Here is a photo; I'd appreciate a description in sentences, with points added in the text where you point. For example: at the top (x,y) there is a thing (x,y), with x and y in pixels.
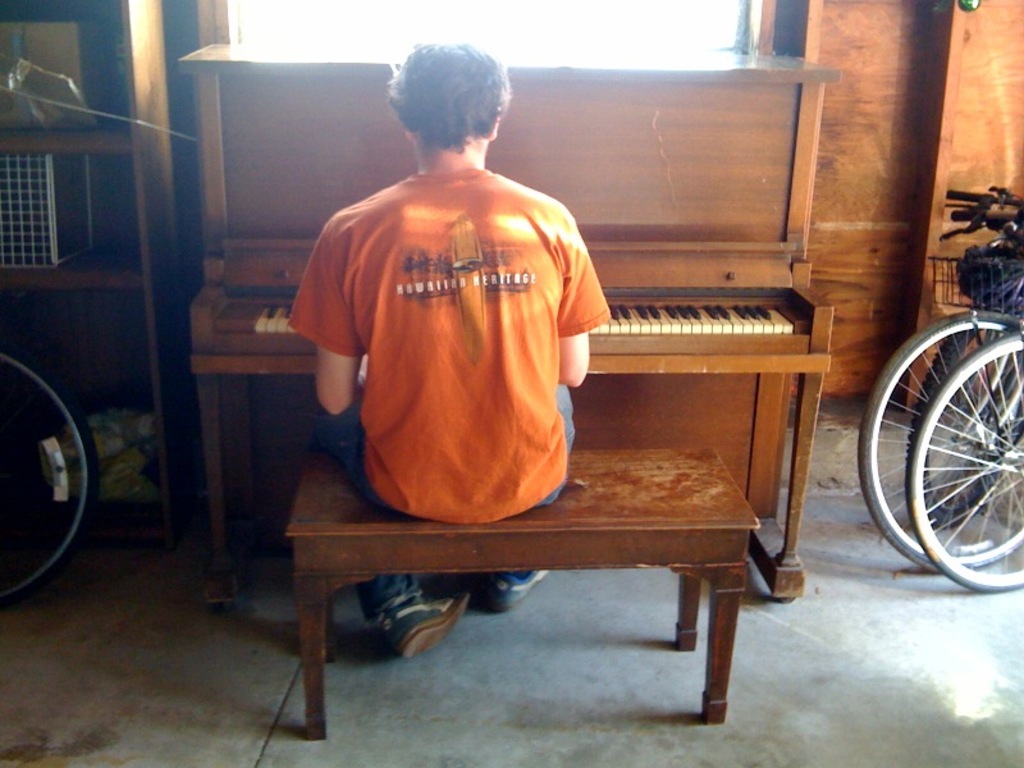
In the middle of the image (382,414) a man (460,415) is sitting on a chair (358,564) and playing piano (253,514). Behind him there is a wall (1023,106). Bottom right side of the image (930,557) there is a bicycle (965,199). Bottom left side of the image (76,534) there is a bicycle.
